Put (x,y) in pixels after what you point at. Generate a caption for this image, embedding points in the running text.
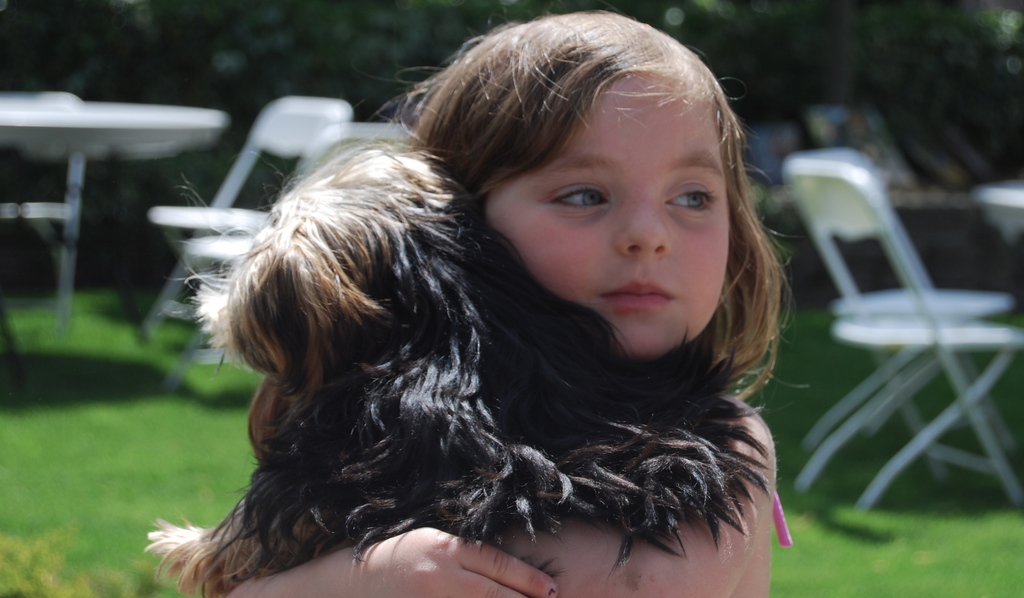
In this image I see a girl (731,291) who is holding an animal (718,468). In the background (999,431) I see few chairs (999,431), a table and the grass (779,593).
